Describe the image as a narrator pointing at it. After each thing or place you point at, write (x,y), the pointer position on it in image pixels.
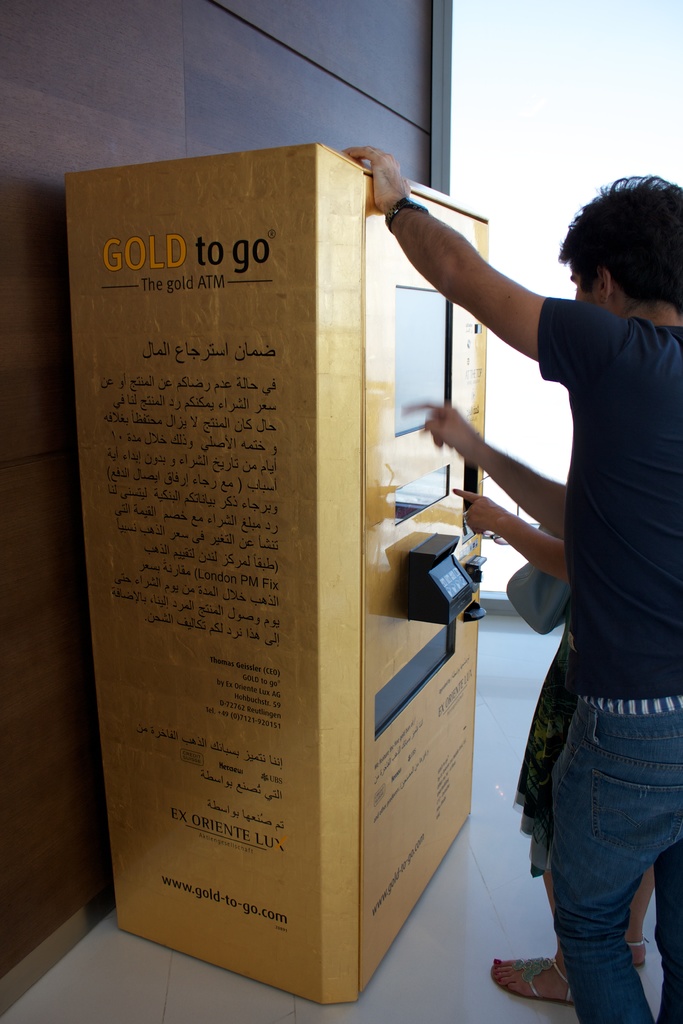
On the left side (193,279), I can see a box (280,664) which is looking like a machine (340,531) is placed on the floor (429,947). On this box (223,547) I can see some text (179,246). In front of it a man (594,570) and a woman (553,733) are standing by holding the box (346,182). At the back of it, I can see the wall (185,117) which is made up of wood (226,74).
